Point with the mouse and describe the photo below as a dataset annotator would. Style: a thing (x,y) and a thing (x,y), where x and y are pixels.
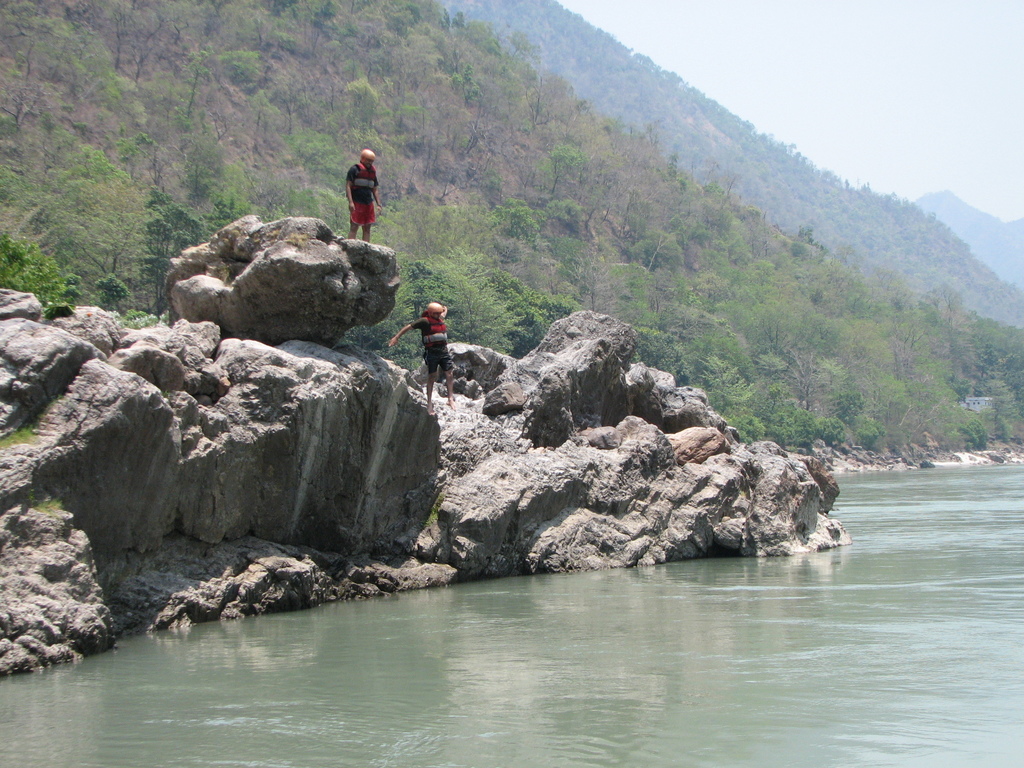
In this image we can see two persons (364,224) standing on the rocks (294,313) and there is water (911,520) on the right side (937,544) and there are few trees (689,217), mountains (914,214) and the sky (853,111) in the background (813,161).
